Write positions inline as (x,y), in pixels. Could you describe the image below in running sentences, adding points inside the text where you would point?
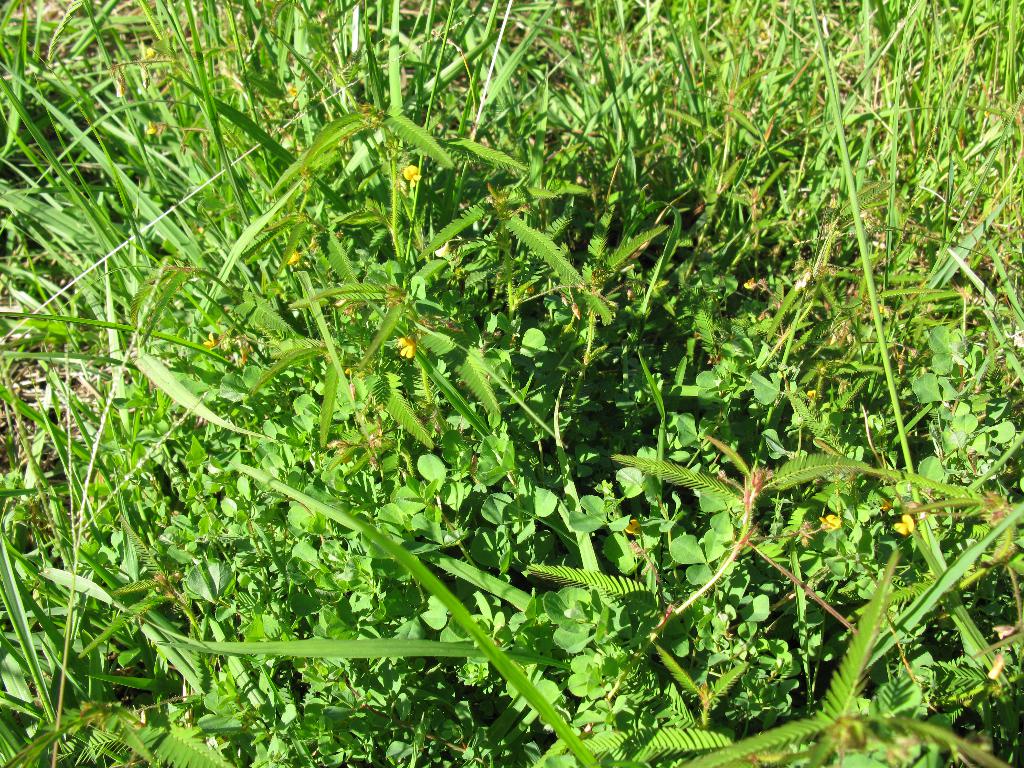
In this picture we can see grass (535,188) and flowers (405,351).
